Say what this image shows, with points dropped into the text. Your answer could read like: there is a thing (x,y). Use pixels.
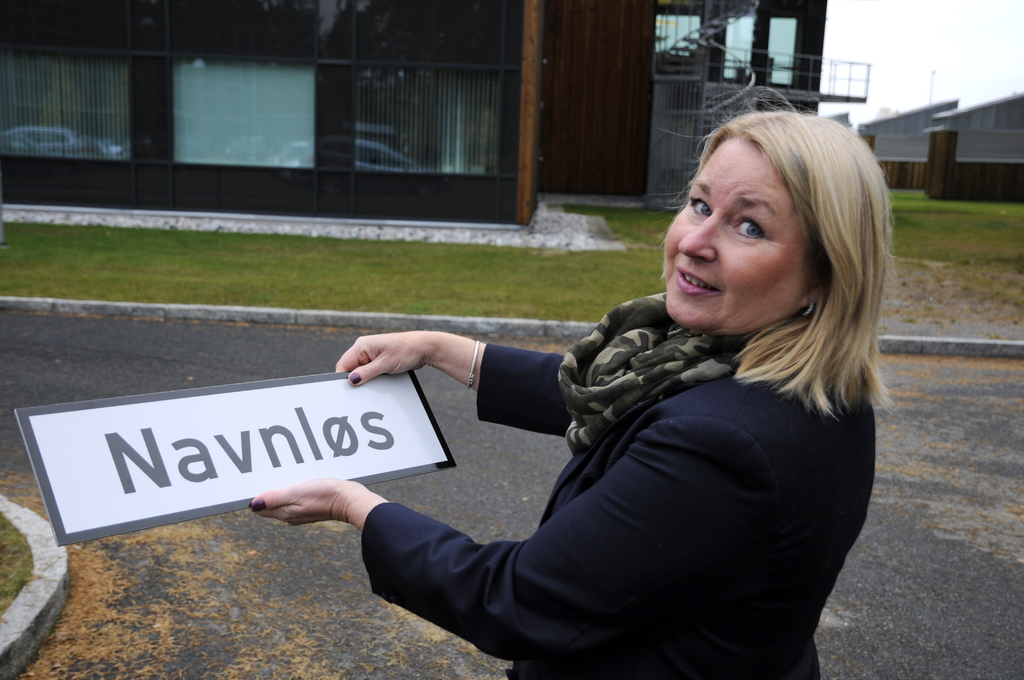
In the image there is a blond haired woman (772,482) in black suit (424,546) holding a name board (180,488), in the back (402,47) there is a home (267,82) in front of garden (106,259) and above its sky (920,38).
